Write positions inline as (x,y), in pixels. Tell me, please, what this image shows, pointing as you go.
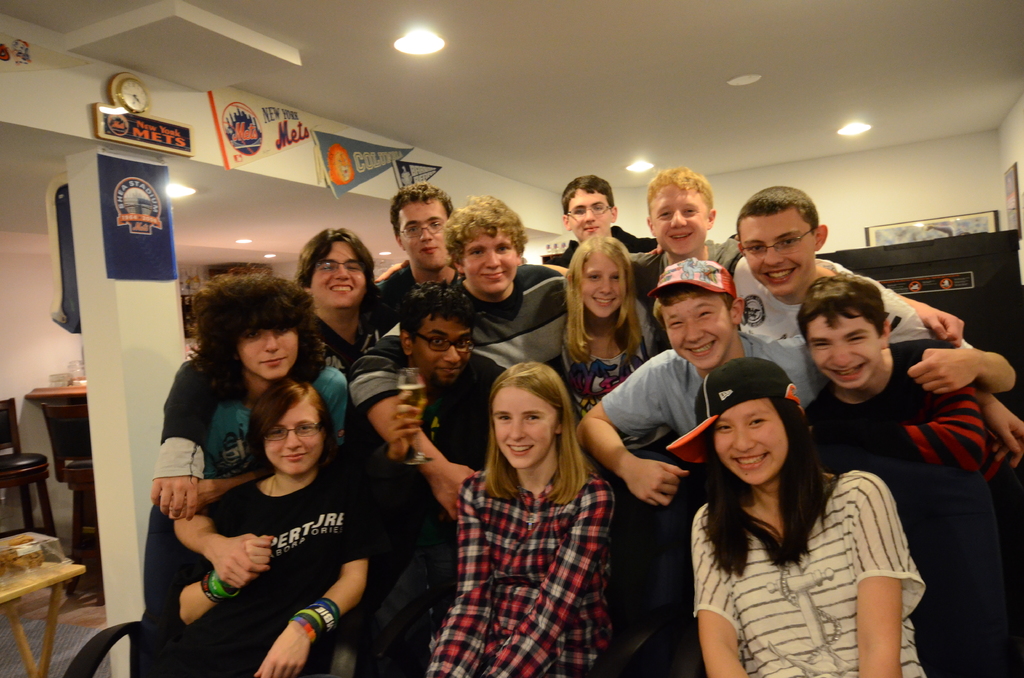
In the picture we can see a group of people (546,545) standing and some sitting and they all are smiling and behind them we can see a part of wall (36,500) with some decoration stickers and a pillar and beside it and to the ceiling (800,20) we can see some lights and beside the pillar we can see a chair (19,445) and some table (23,632).
